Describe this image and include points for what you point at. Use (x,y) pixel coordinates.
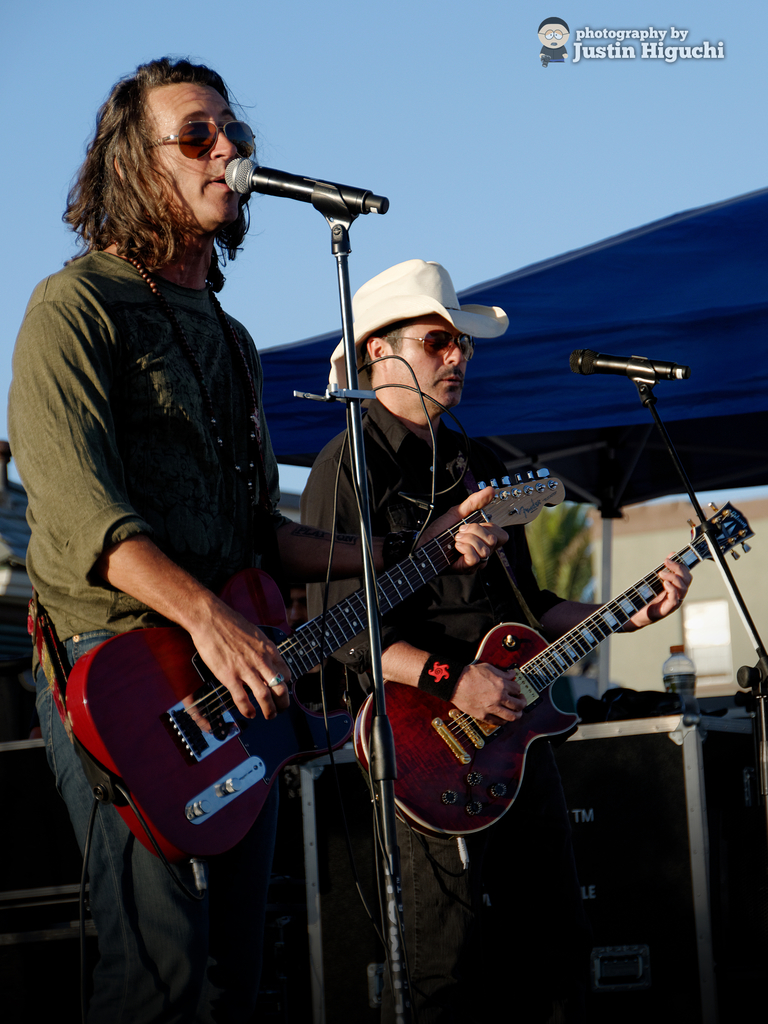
In this image I see 2 men (396,383), in which both of them are holding the guitars (521,519) and standing in front of the mics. In the background (453,16) I see the bottle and the sky (558,201).
